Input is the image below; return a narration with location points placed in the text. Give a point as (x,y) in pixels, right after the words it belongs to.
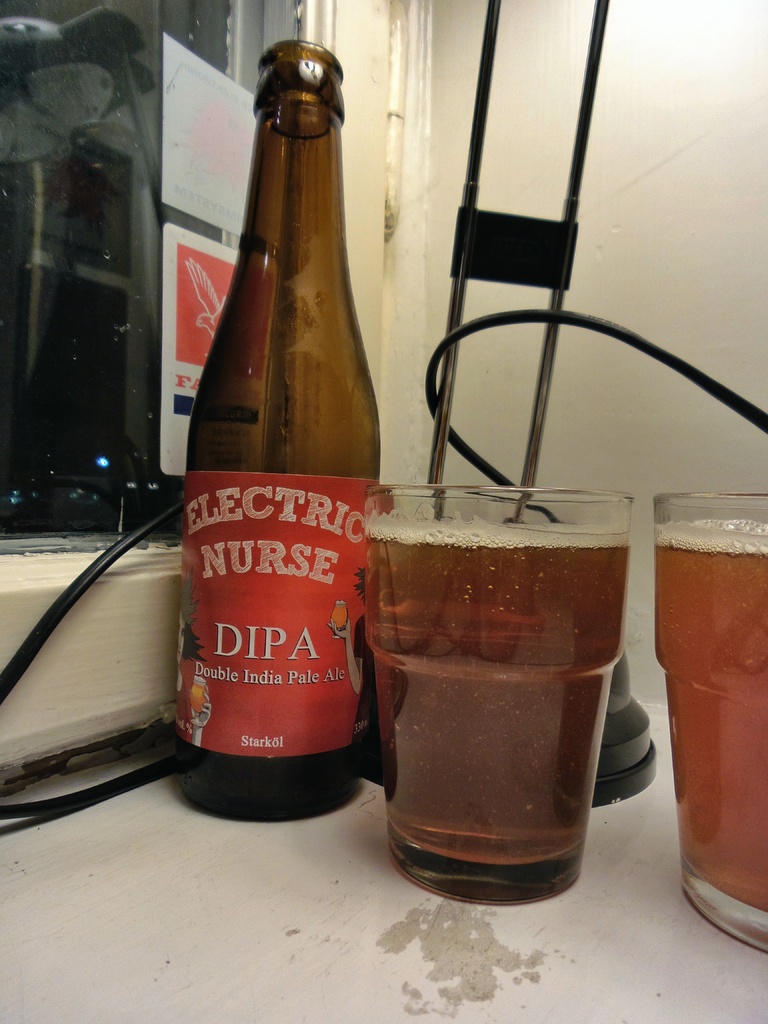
In the photograph there is a bottle (253,626) with red color label (298,598), beside the bottle (298,598) there are two glasses (589,565) with drinks (547,597) filled in it, in the background (510,313) there is a wire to the left side (104,298) there is a window (90,246), to the right side (609,271) there is a wall (592,282).
